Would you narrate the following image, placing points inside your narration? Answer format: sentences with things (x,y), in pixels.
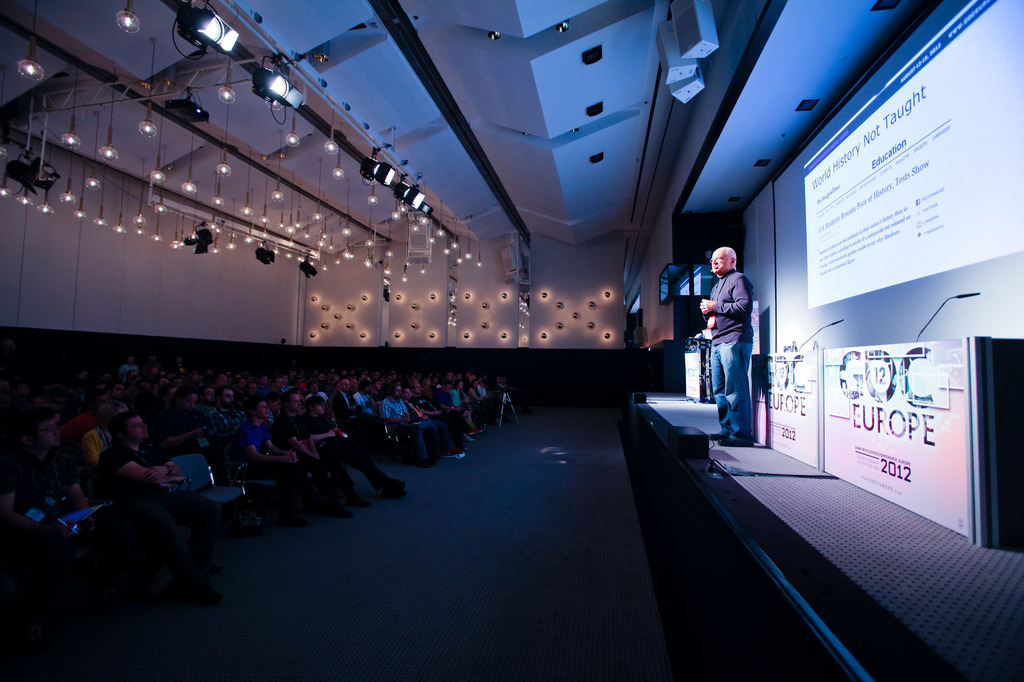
In this picture we can see a group of people (191,391) sitting on chairs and a stand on the floor (470,473) and in front of them we can see a man (738,407) standing on stage (634,421), posters (775,393), mics (844,318), screen (856,250) and in the background (534,387) we can see the lights (257,227), walls (536,257), ceiling (494,91) and some objects (696,276).
